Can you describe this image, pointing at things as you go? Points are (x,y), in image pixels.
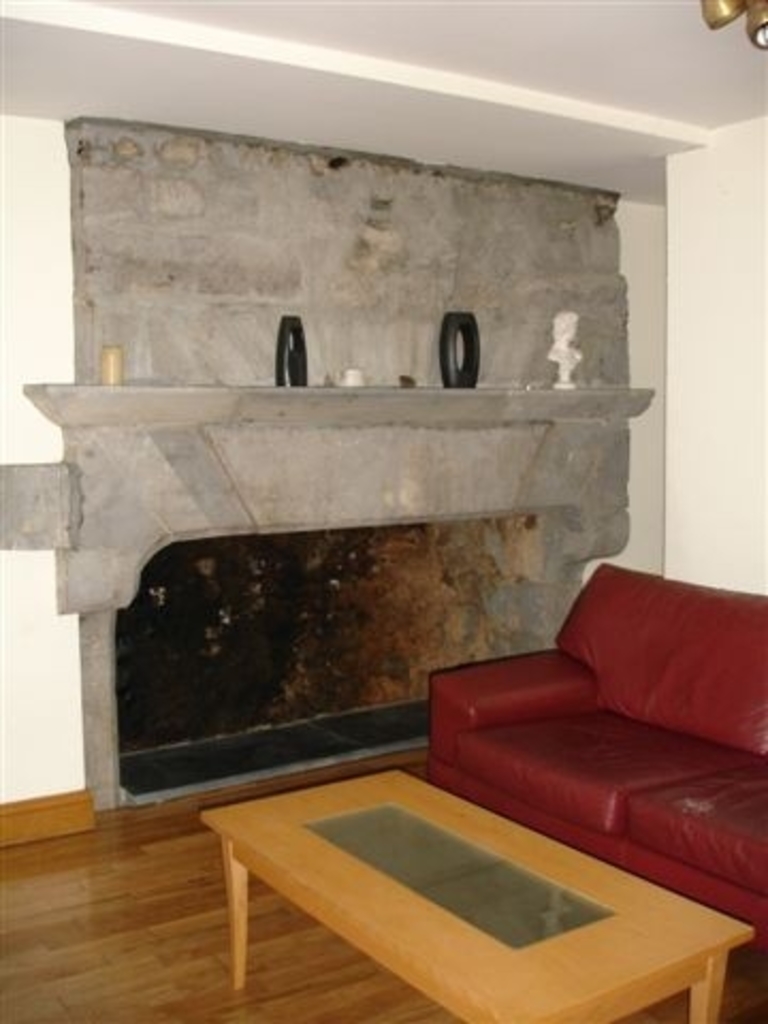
in this image I can see a red color couch (677,728) and a teapoy (463,864) which is placed in front of the couch (592,801). These are the black vases (450,367) and this is white colored sculpture (564,366) which is placed on the wall (301,397). This is a wall (684,154) and at the top right corner of the image (729,15) I can some object (754,26) hanging to the rooftop (745,33).
